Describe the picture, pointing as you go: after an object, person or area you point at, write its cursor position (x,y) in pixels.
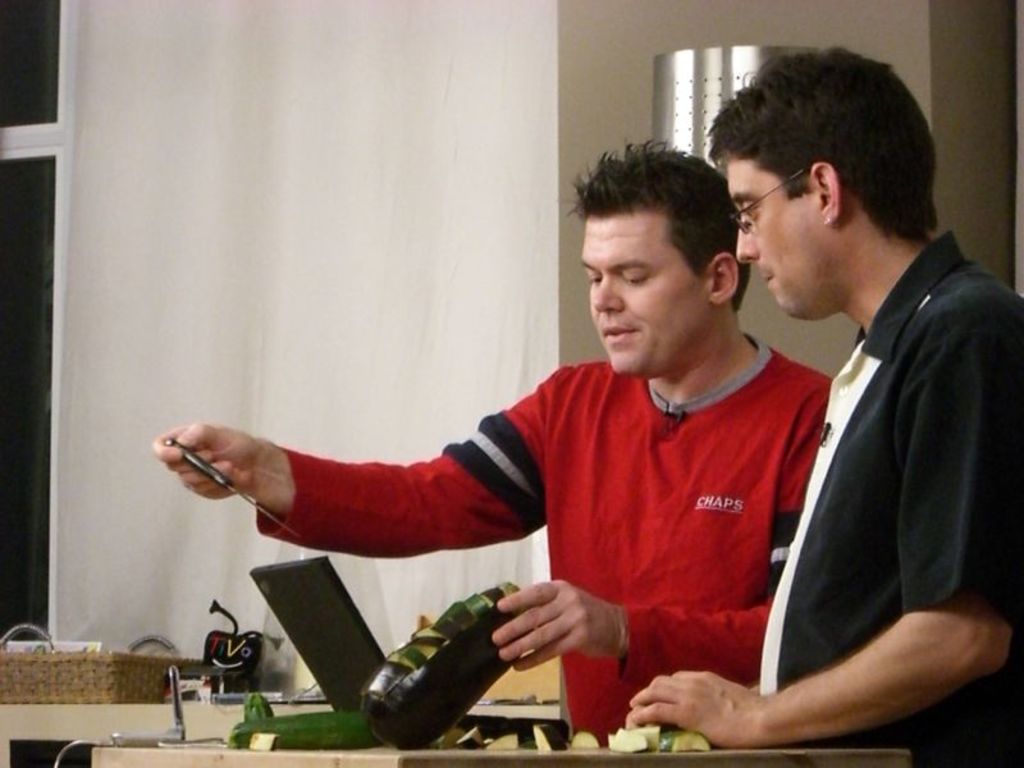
In this image I can see two men (711,488) are standing among them this man (600,448) is holding an object (481,648) in hands (277,491). Here I can see a table (438,753) which has some objects (341,700). In the background (313,77), I can see a white color wall (360,219).
